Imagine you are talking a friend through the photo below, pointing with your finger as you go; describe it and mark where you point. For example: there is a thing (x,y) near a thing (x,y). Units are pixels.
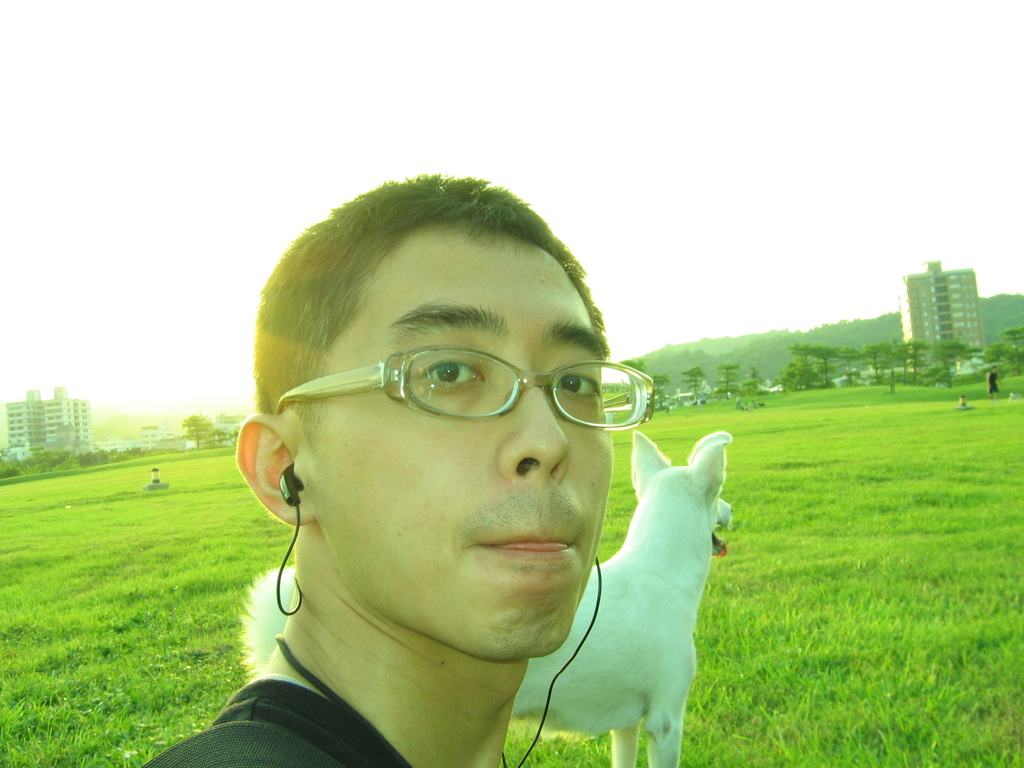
In this image I can see a person (226,717) and the person (336,268) is wearing black color shirt (279,688), background (762,579) I can see an animal (664,565) which is in white color, grass (745,584) and trees (694,365) in green color, few buildings (954,331) in white and cream color and the sky (116,1) is in white color.
